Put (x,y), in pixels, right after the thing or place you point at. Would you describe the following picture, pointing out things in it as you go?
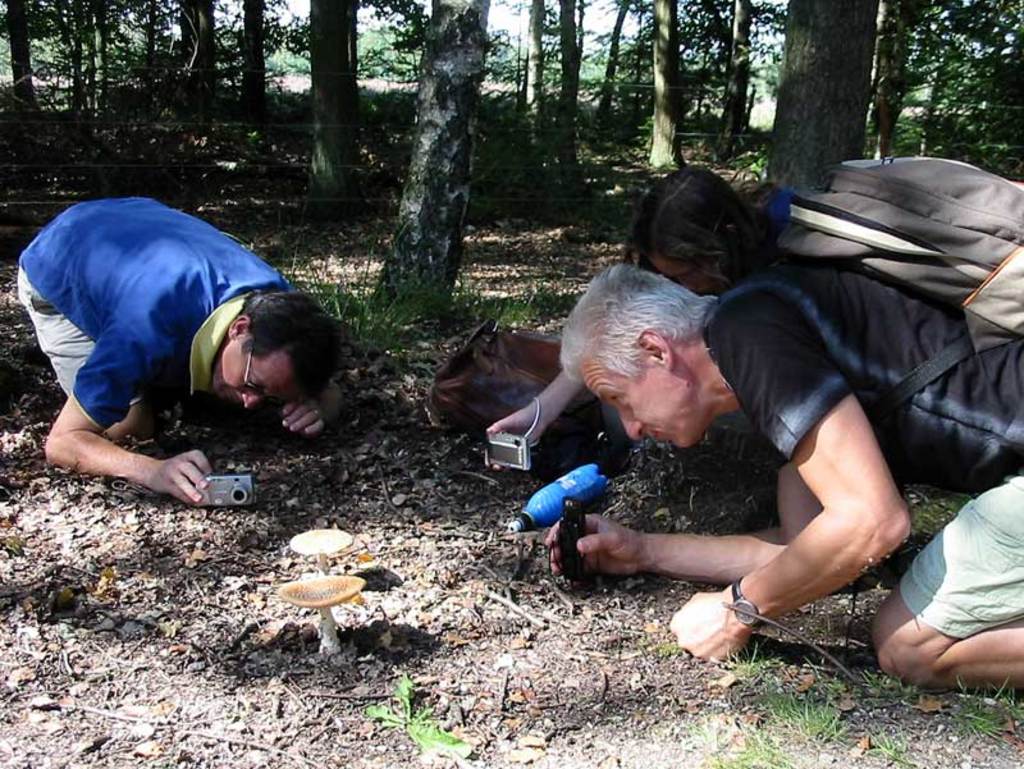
In this image there are three people (763,315) who are holding cameras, and at the bottom (312,625) there are some dry leaves (356,620) and in the center (373,313) there are mushrooms (343,545) and grass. And in the background (373,105) there are some trees (344,79) and some wires (0,166).
